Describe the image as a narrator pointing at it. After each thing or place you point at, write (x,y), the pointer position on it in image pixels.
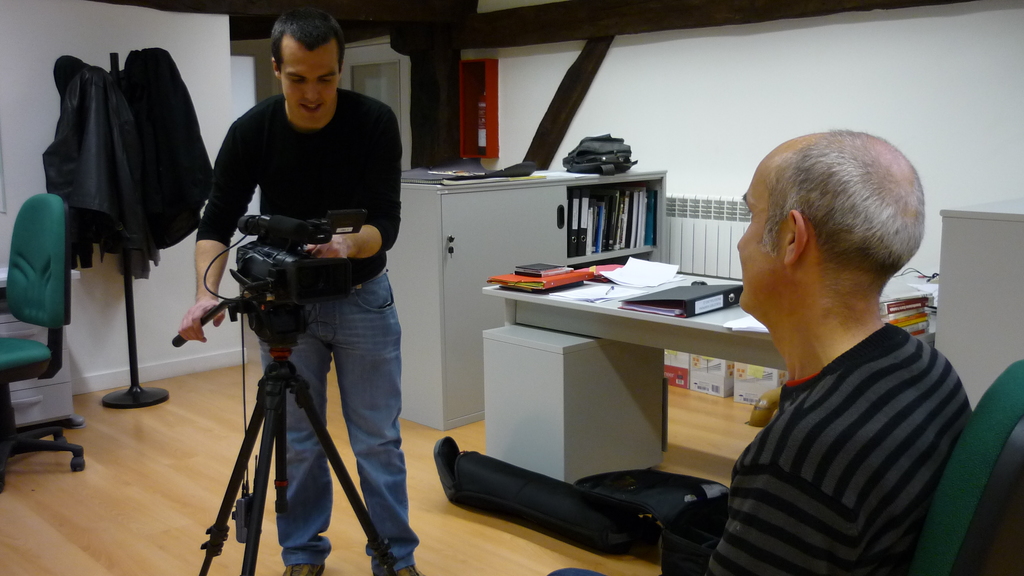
In this image I can see two people (832,411). Among them one person (892,468) is sitting and one person (308,143) is standing with the camera (304,260). To the left (163,178) there are clothes (117,172) to the pole (116,395) and a chair (52,350). To the right (698,339) there is a table (646,319) and the cupboard (479,261). There are files (662,304) and papers (629,294) on the table (610,306) and there is bag (591,141) on the cupboard (494,201). To the wall (634,86) there is a fire extinguisher (484,109).
